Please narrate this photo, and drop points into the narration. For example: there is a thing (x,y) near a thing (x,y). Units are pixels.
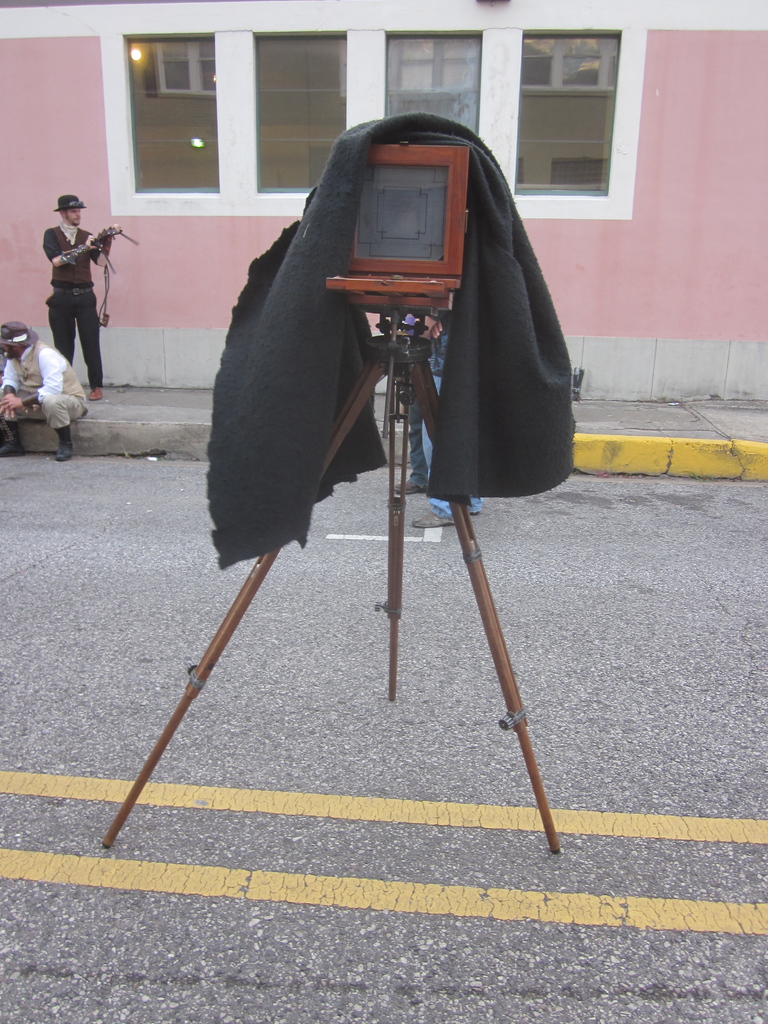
In this image we can see a camera (415,230) with a stand (401,589) on a road (277,690), a cloth (267,520) on the camera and in the background (312,98) there is a wall (678,112) with windows (300,98) and there are two men (60,403), a man (60,403) sitting on the pavement (90,413) and a man (76,313) standing and holding an object (113,235).
